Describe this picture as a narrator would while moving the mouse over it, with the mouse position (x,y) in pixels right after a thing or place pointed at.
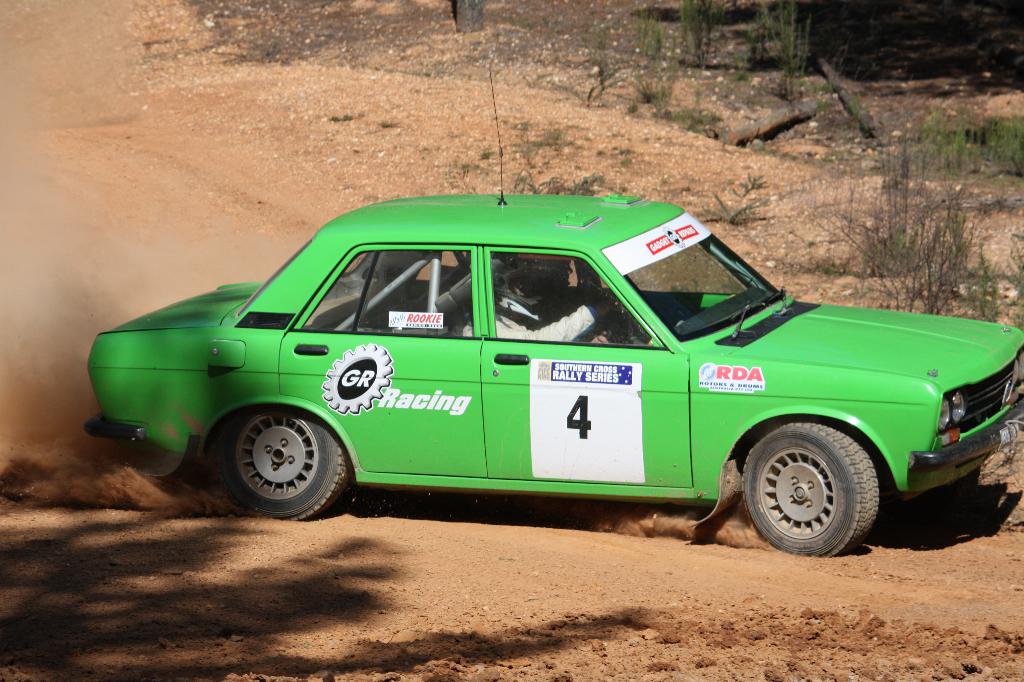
This picture is clicked outside. In the center (581,327) we can see a person (565,322) seems to be driving a green color car (518,396) and we can see the text (590,377) and number (583,407) on the car (618,418). In the background (595,84) we can see the plants (927,129) and the mud (590,140) and some other items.
